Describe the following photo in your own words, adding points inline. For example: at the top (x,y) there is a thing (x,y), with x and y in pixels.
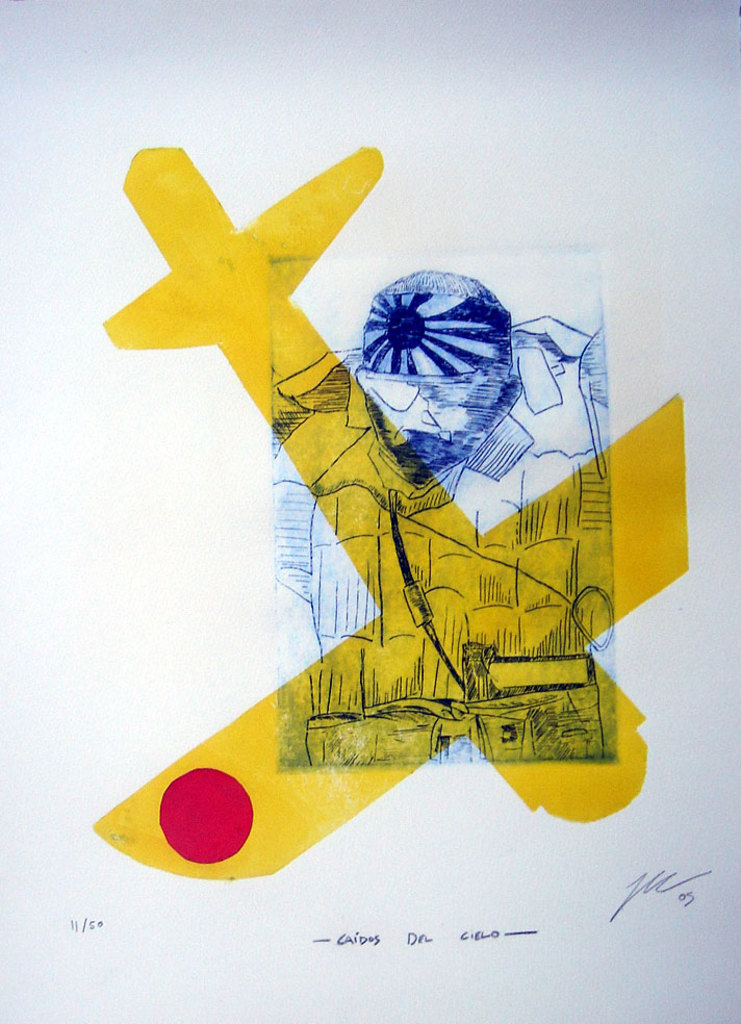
In this image, this looks like a paper (198,799) with a drawing (401,496) on it. I can see the signature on the paper (401,937). I think this is a drawing (355,601) of a person (491,494).
